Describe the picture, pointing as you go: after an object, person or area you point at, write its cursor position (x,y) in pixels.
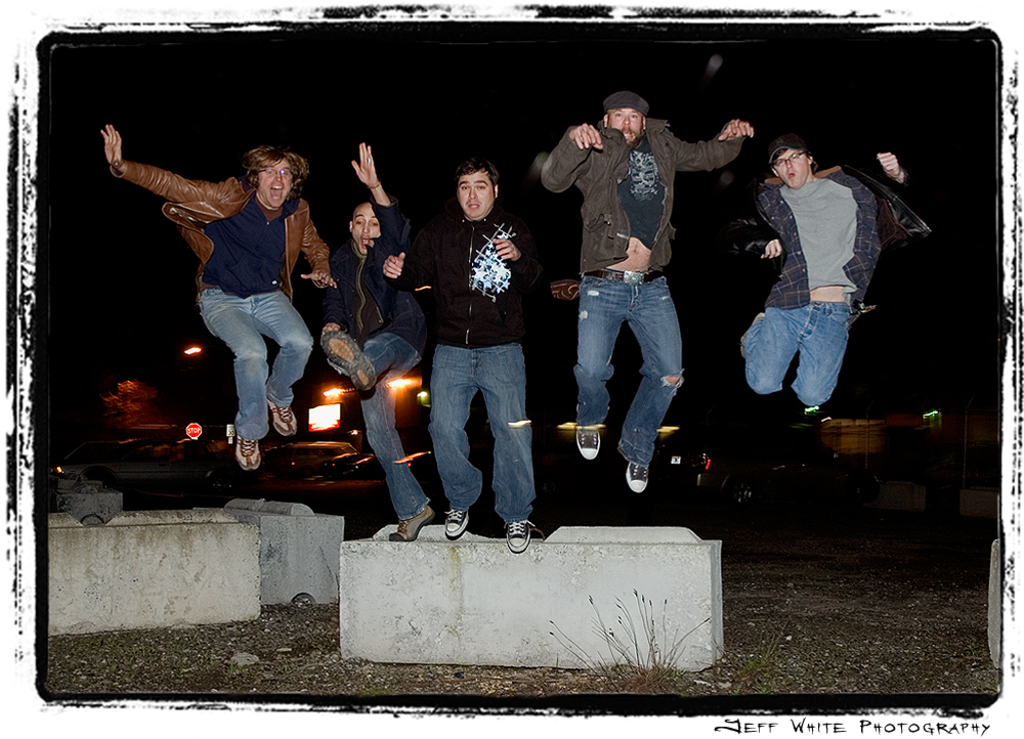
In this image we can see five people (612,352). We can also see the concrete structures (427,581), plant (614,644) and in the background (145,394) we can see a stop sign board (198,424), tree (144,413), lights (418,381) and also the vehicles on the road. The image has borders (843,6) and in the bottom right corner (828,720) we can see the text (757,722).
